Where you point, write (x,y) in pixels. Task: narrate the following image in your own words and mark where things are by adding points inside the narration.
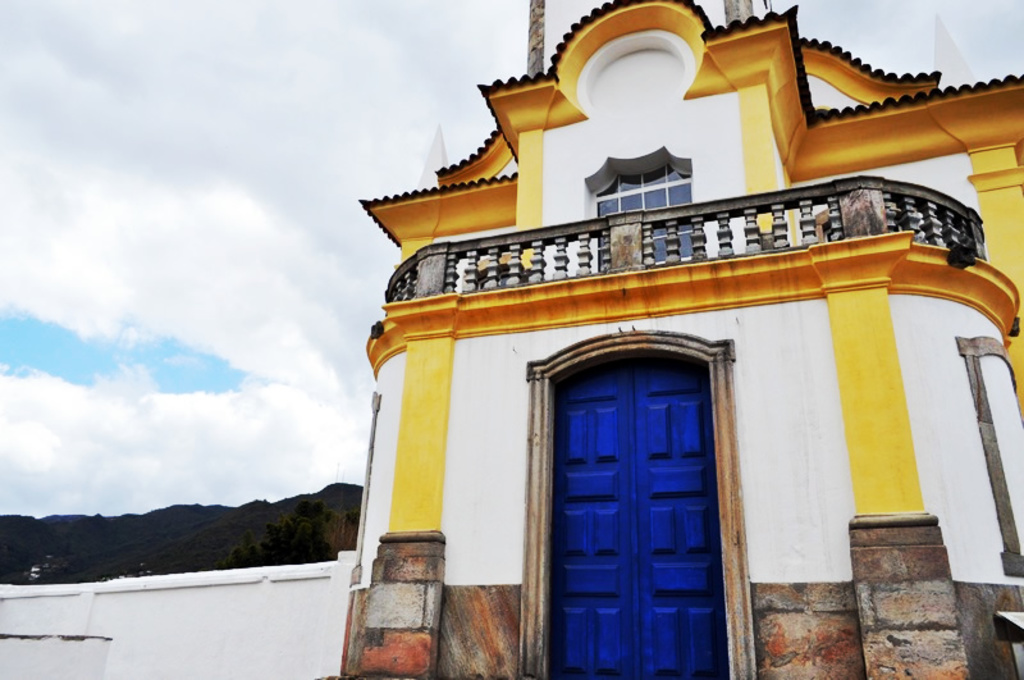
There is a building (829,401) which is in white and yellow color and the door (647,485) is in blue color and there are mountains (150,541) in the left corner (178,551) and the sky (169,202) is cloudy.
